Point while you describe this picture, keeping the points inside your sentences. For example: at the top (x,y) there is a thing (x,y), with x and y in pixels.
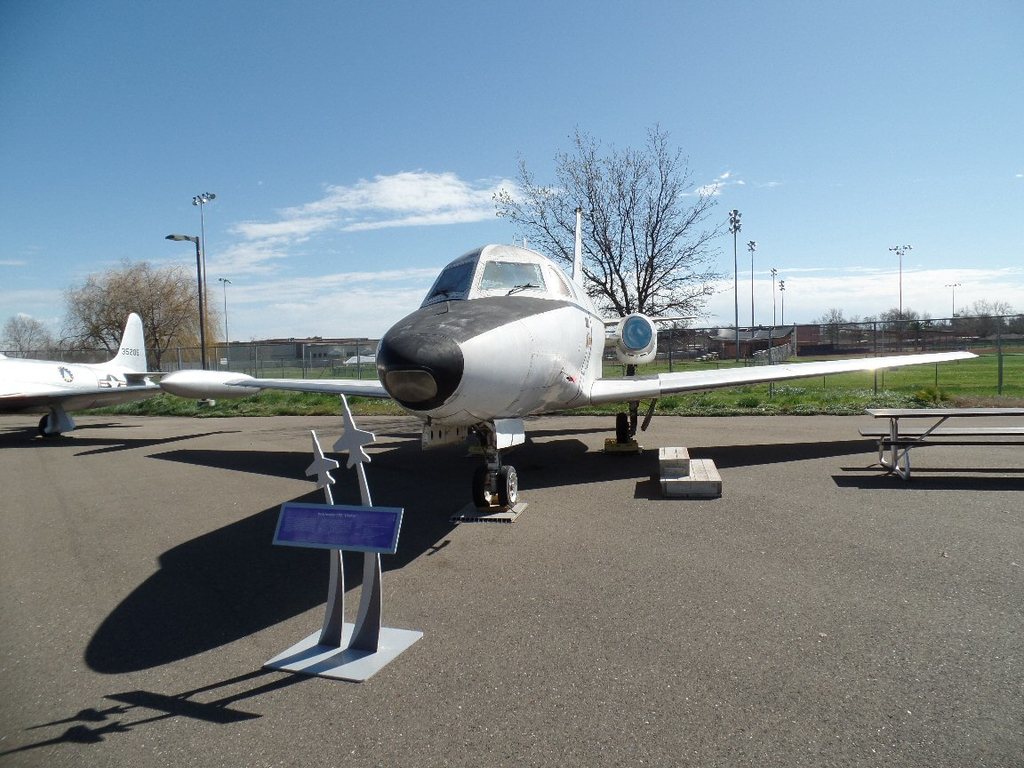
In this picture I can see there is an aeroplane (528,410) in white color in the middle of an image (488,415). There are trees (560,232) at the back side (539,199) and there is the sky (461,160) at the top (434,163).
